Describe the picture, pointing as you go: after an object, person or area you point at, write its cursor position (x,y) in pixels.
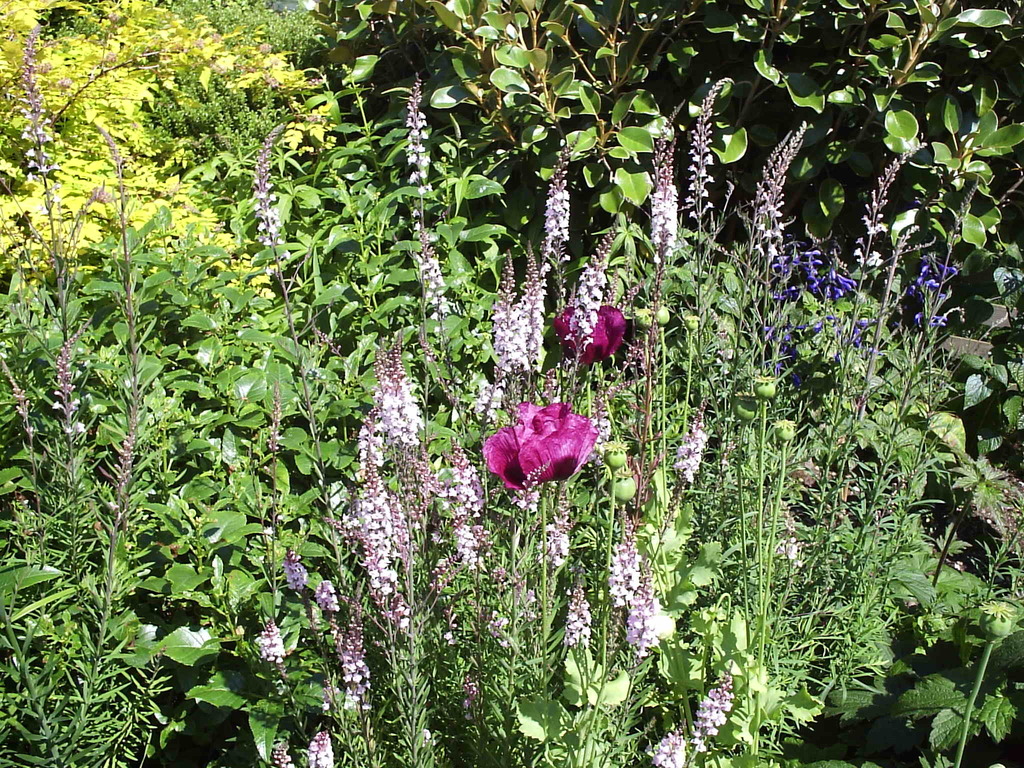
In this picture we can see some flowers (381,348) to the plants (310,343).
